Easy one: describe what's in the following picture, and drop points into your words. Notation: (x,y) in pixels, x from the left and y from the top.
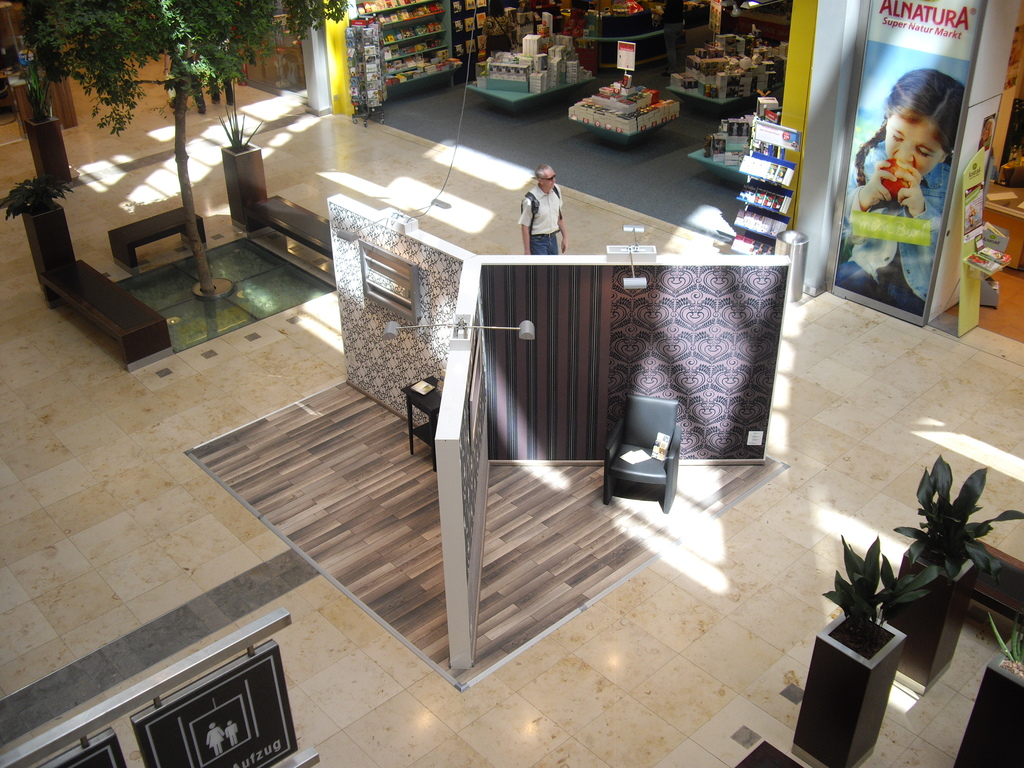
There is a shopping complex (455,177) and there are different types of stores (751,78) inside the complex (603,30), in the center of the hall (123,188) there are benches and a chair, in between the benches (173,250) there is a tall tree (184,178).
